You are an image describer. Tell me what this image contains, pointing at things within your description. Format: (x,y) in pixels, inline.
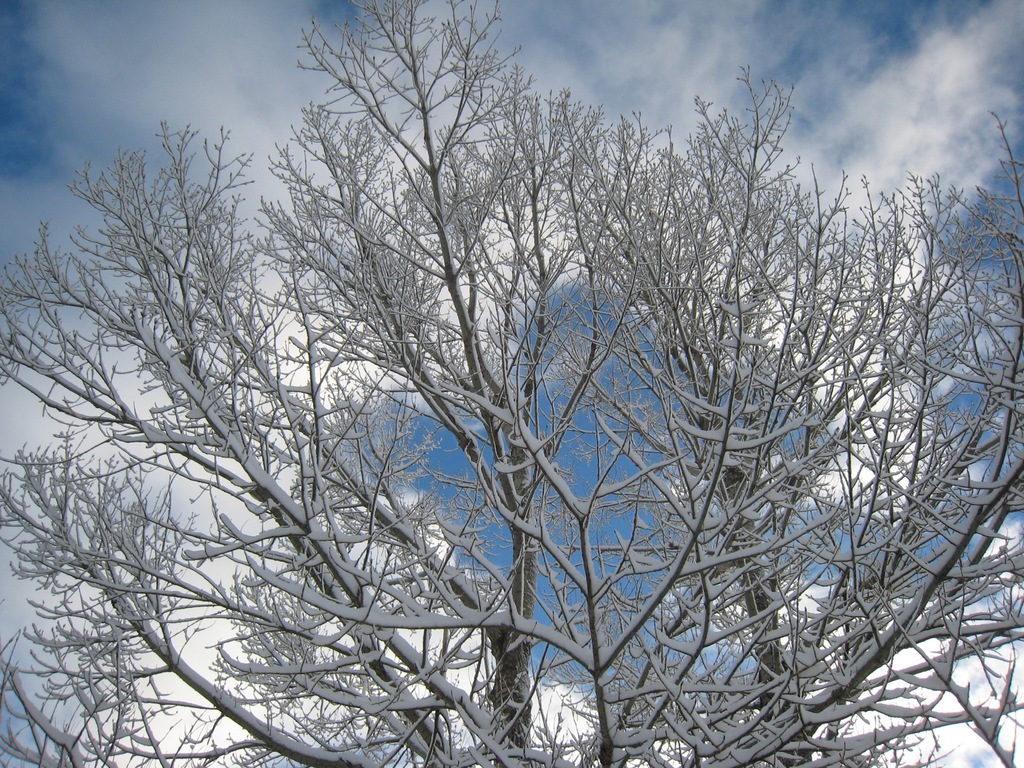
In this image I can see a tree (297,405) which is covered with the snow (339,360). In the background (774,57), I can see the sky (762,48) and clouds (697,39).
